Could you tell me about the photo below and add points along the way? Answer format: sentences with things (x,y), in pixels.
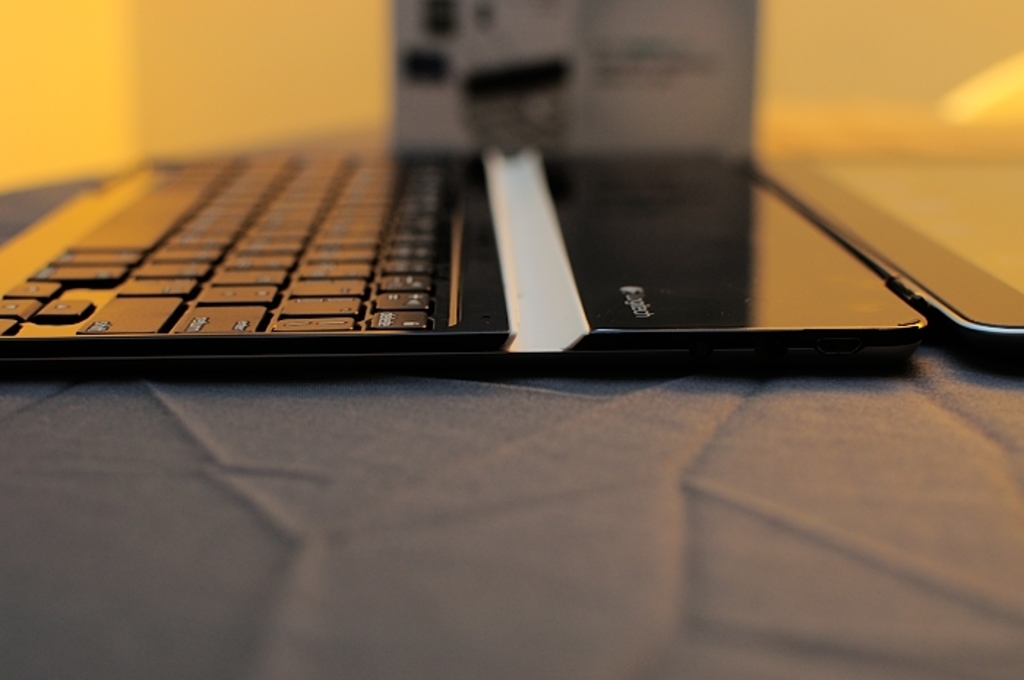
In this image there is a laptop (608,332).
